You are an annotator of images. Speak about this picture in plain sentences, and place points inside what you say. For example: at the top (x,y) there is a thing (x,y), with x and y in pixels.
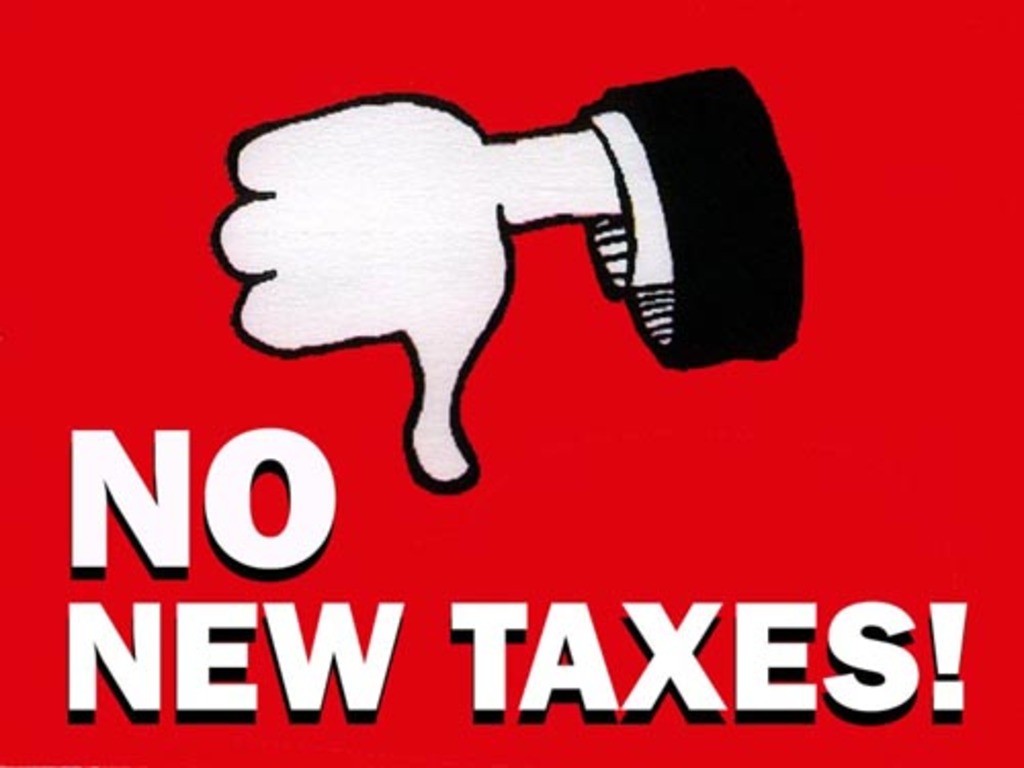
This image contains a poster (528,330) having some text (264,554) and painting (698,141). Top of the image (280,141) there is a painting (451,228) of a person's hand (499,207). Bottom of the image (371,668) there is some text (793,710). Background (836,42) is in red color.
